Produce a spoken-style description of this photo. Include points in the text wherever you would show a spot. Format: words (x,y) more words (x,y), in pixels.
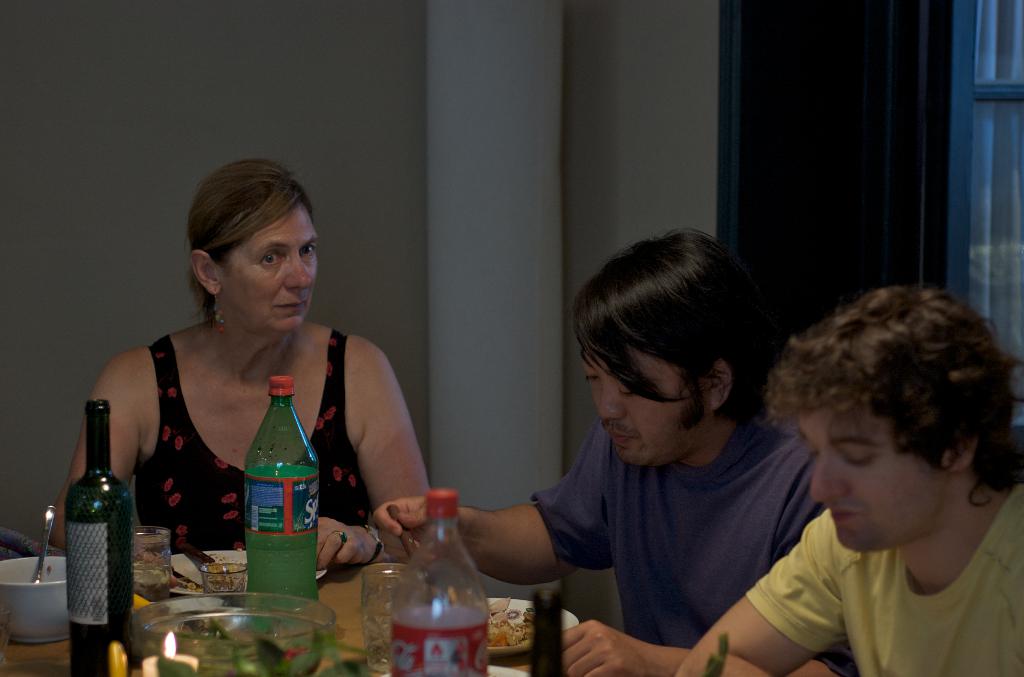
In the picture there are three persons (247,188) sitting on a dining table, one woman (322,556) and two men (666,462). A woman (294,366) is wearing a black dress (184,422) and sitting towards the left (186,440) and two men (736,537) sitting towards the right (700,588), middle man (748,498) is wearing blue t shirt (748,525) and the right side man (1019,543) is wearing yellow t shirt (923,641). On the dining table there are bottles (306,513), glasses (367,589), bowls (45,592) and plates (197,570). In the background (524,194) there is a wall (356,121) and a pillar (561,104).
